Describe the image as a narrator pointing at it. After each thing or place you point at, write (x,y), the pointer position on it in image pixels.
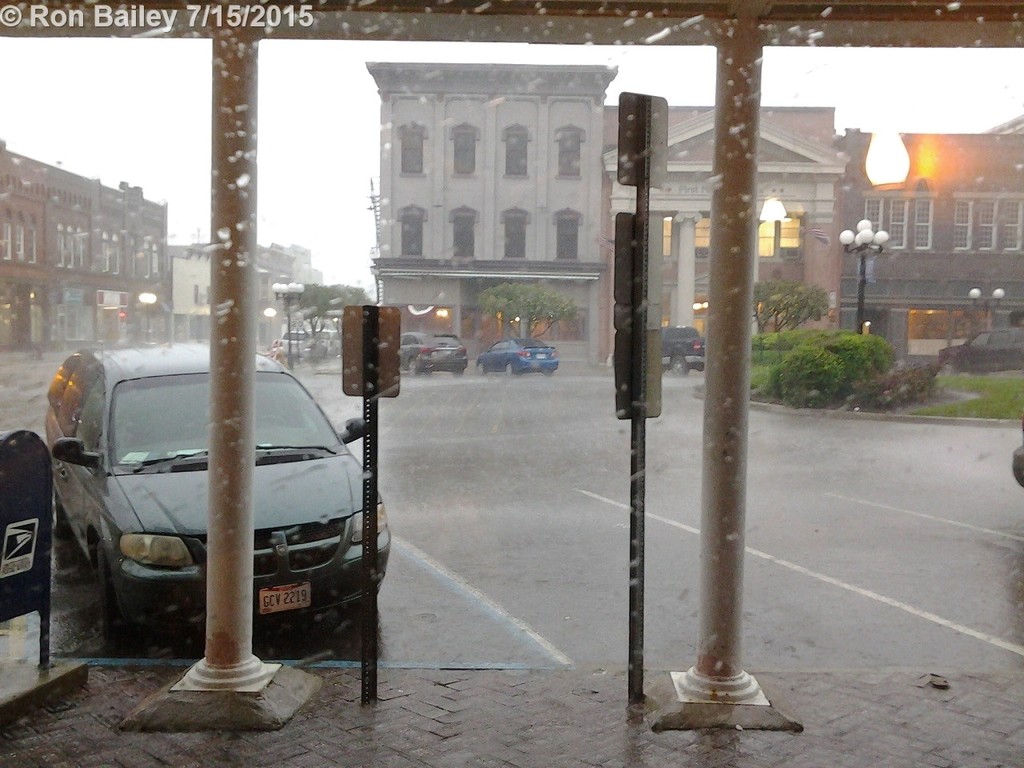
In the foreground of this picture (711,675), there are two pillars (699,679) and poles (645,311) at front (240,669). In the background (522,336), there are cars (431,351) moving on the road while raining and there are buildings (380,251), poles (861,270), trees (771,323), lights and the sky (317,148).
